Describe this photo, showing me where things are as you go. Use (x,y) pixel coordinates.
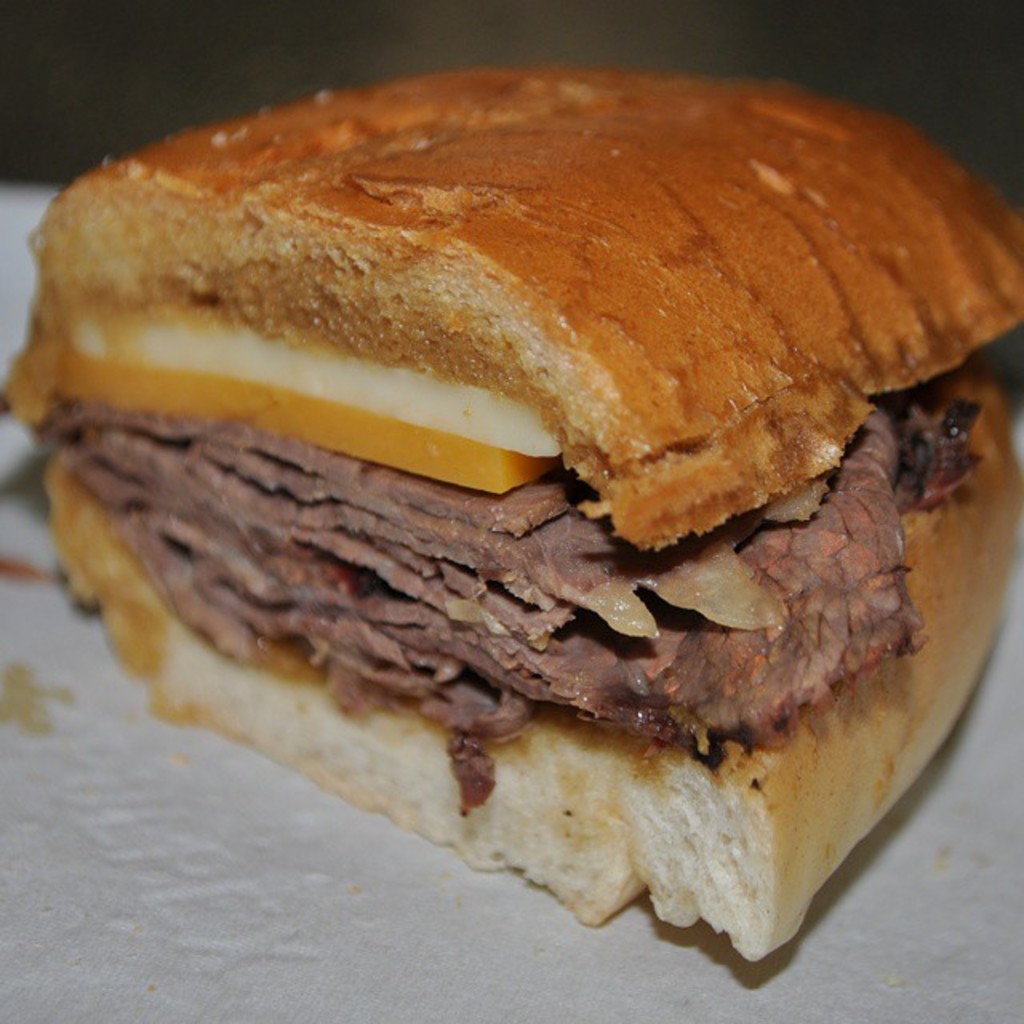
In this image we can see the food item (638,374) on the surface (551,942).
